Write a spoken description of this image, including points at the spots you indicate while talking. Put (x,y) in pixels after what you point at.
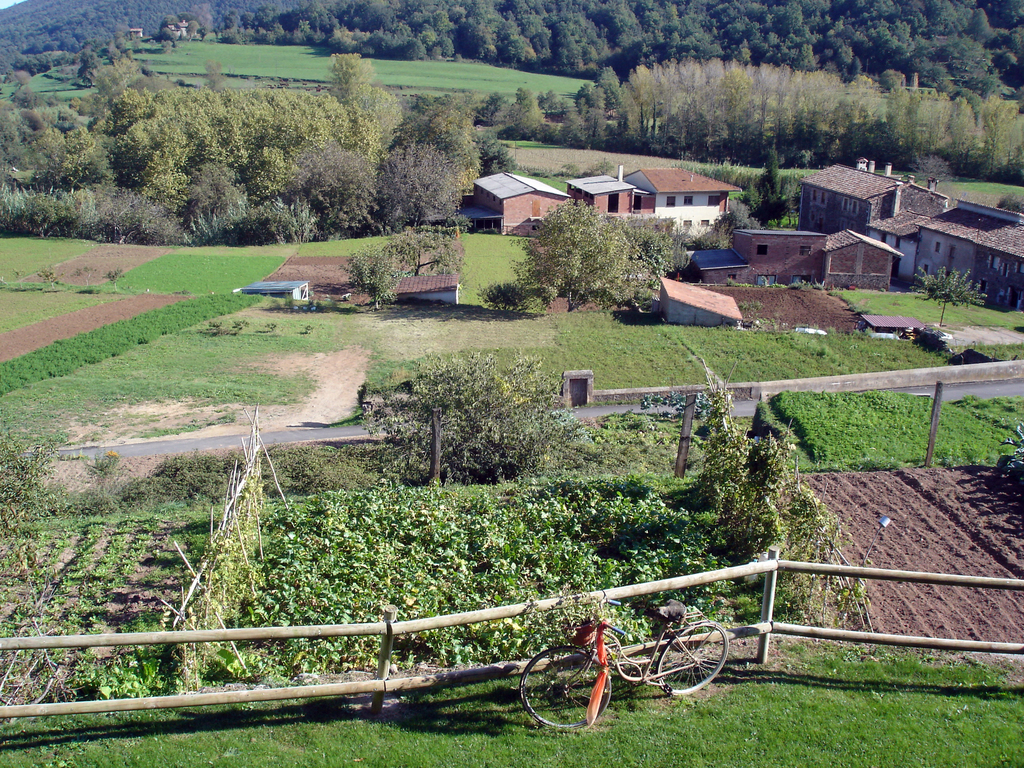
In this image there is a bicycle (563,692), wooden fencing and there are fields (435,78), houses (905,244) and trees (689,27).
